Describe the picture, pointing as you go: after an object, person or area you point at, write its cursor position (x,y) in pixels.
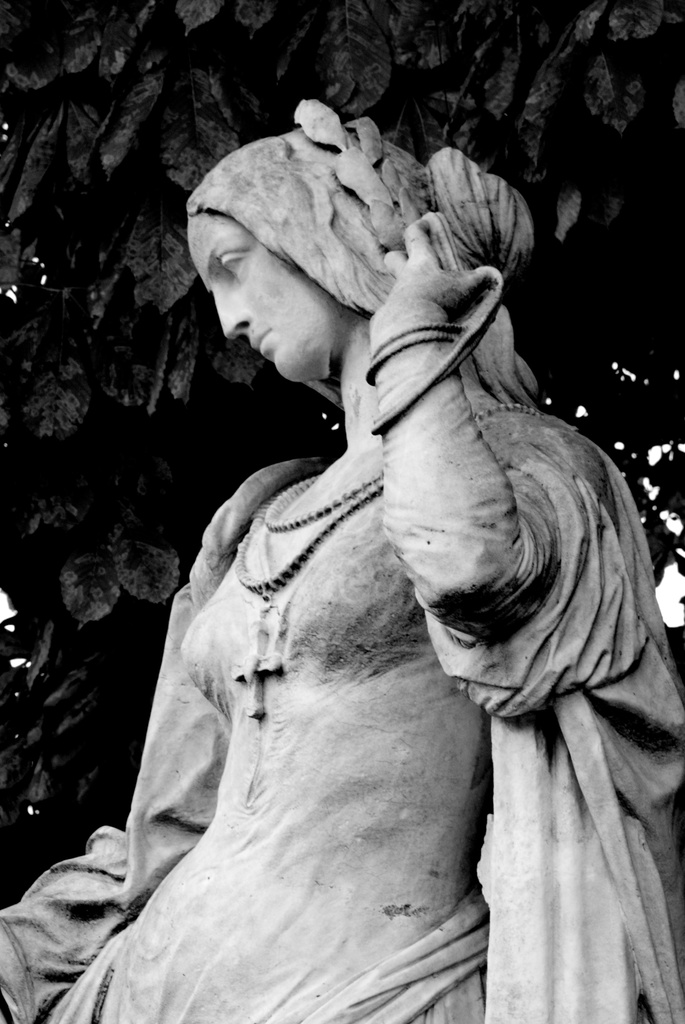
This is a black and white image. I can see a sculpture (369,761) of a woman (248,882). In the background (100,135), there are leaves (272,74).
